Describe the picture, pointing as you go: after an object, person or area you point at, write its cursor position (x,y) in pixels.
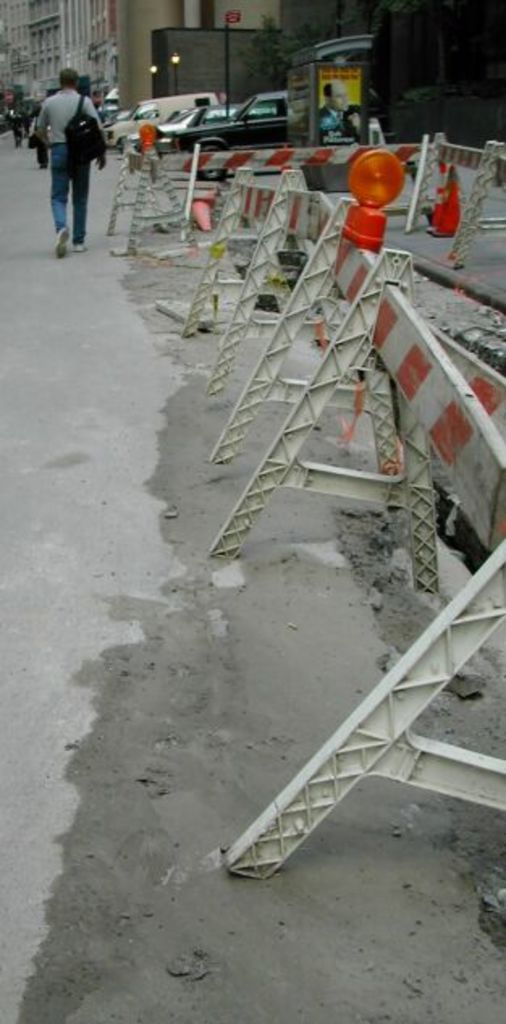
On the right (360,751) there are caution boards (360,751), on the left side (72,394) there is a road (70,259) a person (52,148) is walking on a road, in the background (188,128) there are cars (200,121) and buildings (197,5).
